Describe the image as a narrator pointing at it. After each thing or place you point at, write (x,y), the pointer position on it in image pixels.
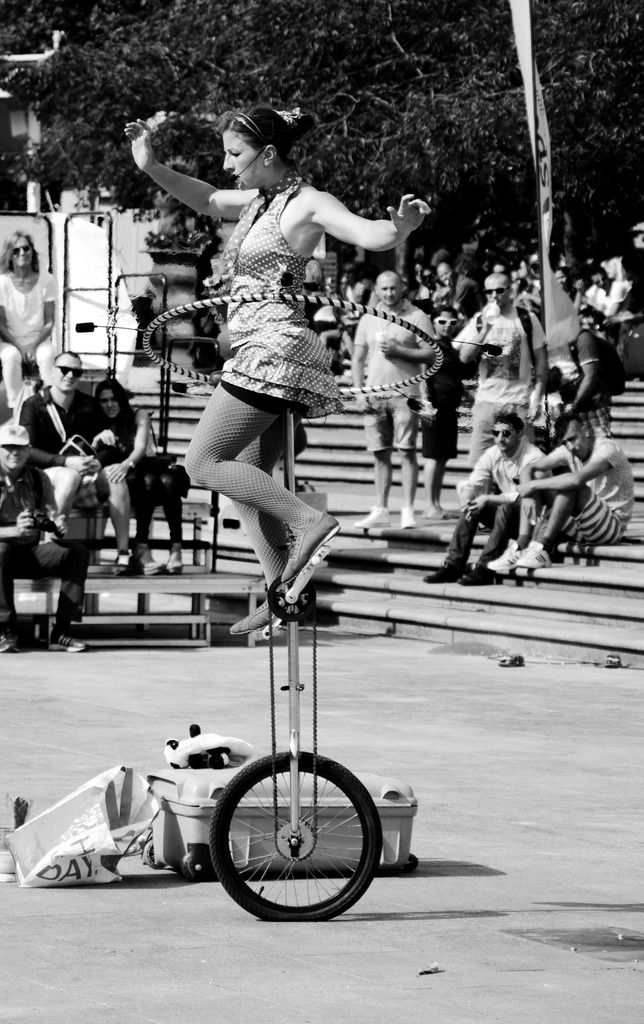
In this picture I can see a person (250,319) balancing on the wheel (360,853). I can see luggage bag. I can see people (136,460) sitting on the bench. I can see a few people (535,521) sitting on the stairs (421,481).
